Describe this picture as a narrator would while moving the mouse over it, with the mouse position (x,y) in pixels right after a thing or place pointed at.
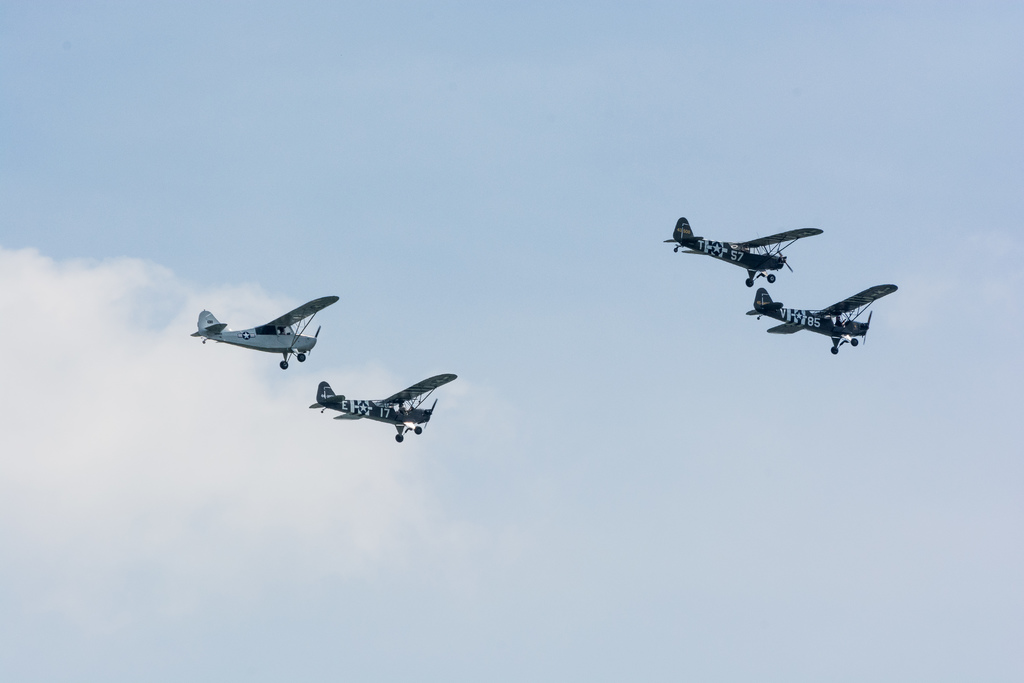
In this picture we can see airplanes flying and in the background (783,444) we can see sky (659,141) with clouds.
